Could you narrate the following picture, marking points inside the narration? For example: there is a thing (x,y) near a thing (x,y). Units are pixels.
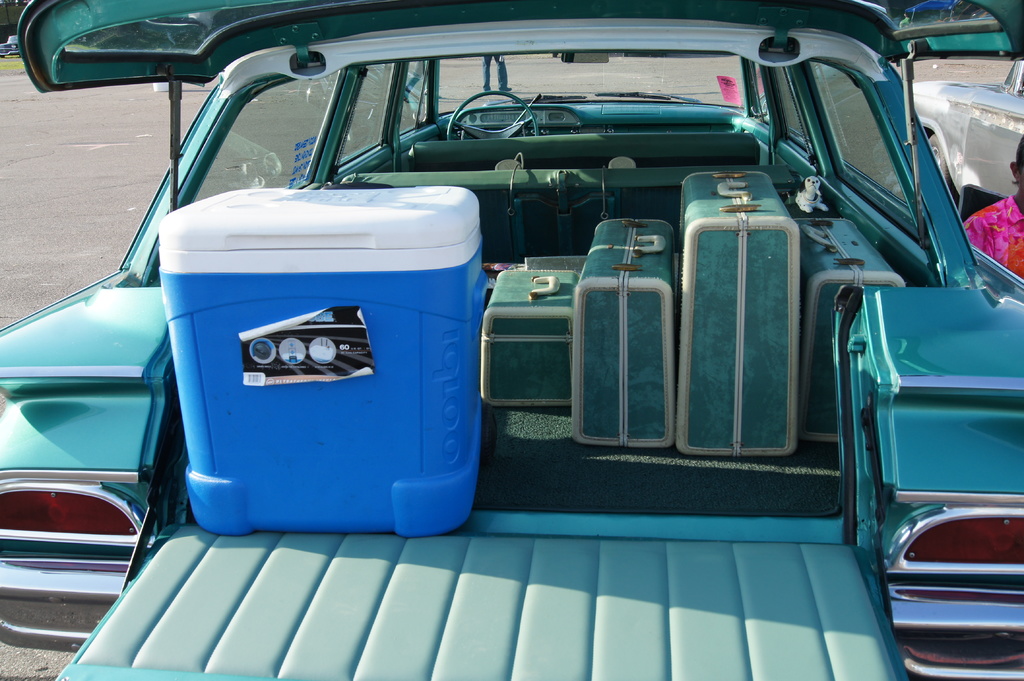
In this picture we can see a vehicle (738,84) and on vehicle (251,161) we have a luggage (488,321) such as suitcase (552,280), box (394,290) and aside to this car (841,102) there is one person (977,214) and in background (85,131) we can see road (47,104).
